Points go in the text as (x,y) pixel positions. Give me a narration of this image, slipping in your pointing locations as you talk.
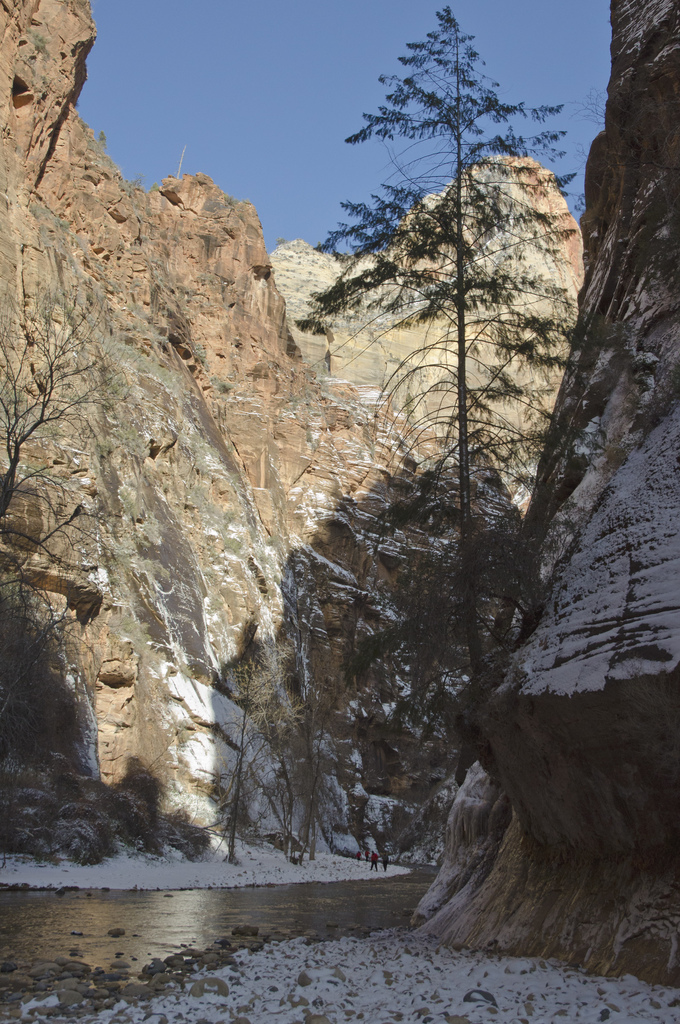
In this picture I can see water (339,913), two persons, snow (628,1017), stones (195,986), trees (315,709), hills (640,858), and in the background (341,143) there is sky (313,121).
